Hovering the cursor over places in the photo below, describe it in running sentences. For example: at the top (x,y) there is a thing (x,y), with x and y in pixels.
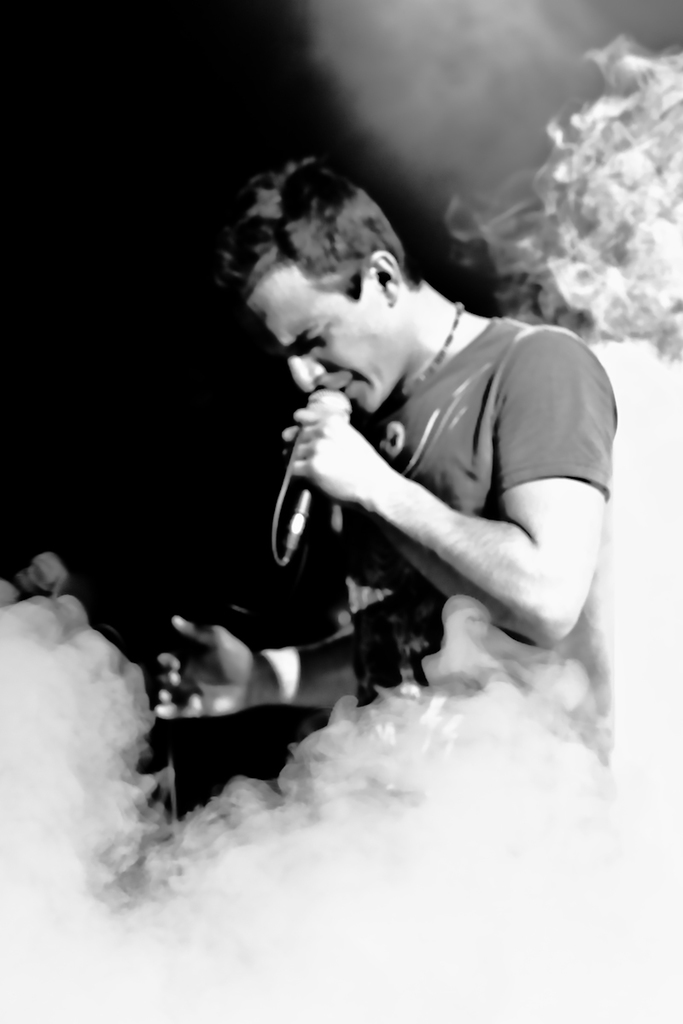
In this image a man (409,520) is singing. he is holding one mic (337,396). He is wearing a t shirt (496,367).
